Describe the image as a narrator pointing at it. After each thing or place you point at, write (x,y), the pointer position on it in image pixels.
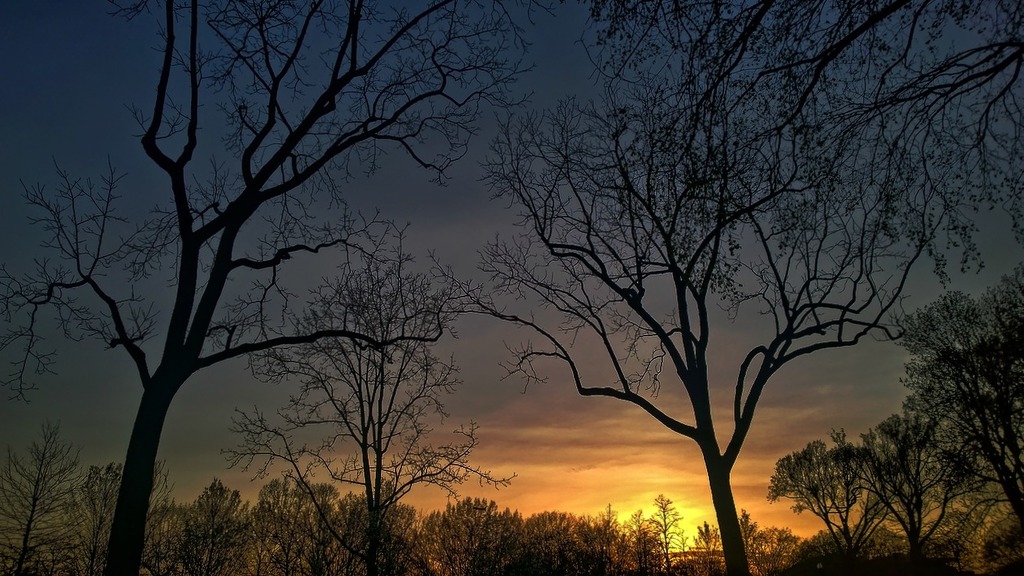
In this image I can see few trees (878,511) and the sky (617,339) is in yellow, orange, grey and blue color.
